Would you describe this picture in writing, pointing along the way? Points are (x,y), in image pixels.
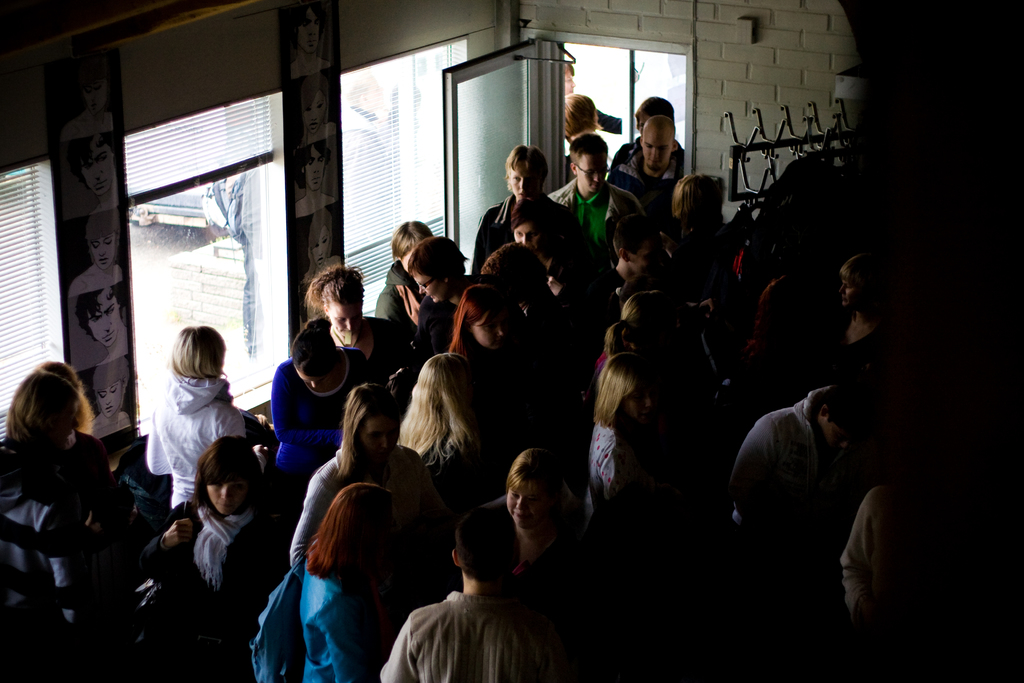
In this image there are group of people (494,368) standing and there is one glass door (476,96), windows (415,98), blinds (357,135) and through the window (432,126) we could see some people (240,208). And on the right side of the image (746,176) there are some objects (860,182).
